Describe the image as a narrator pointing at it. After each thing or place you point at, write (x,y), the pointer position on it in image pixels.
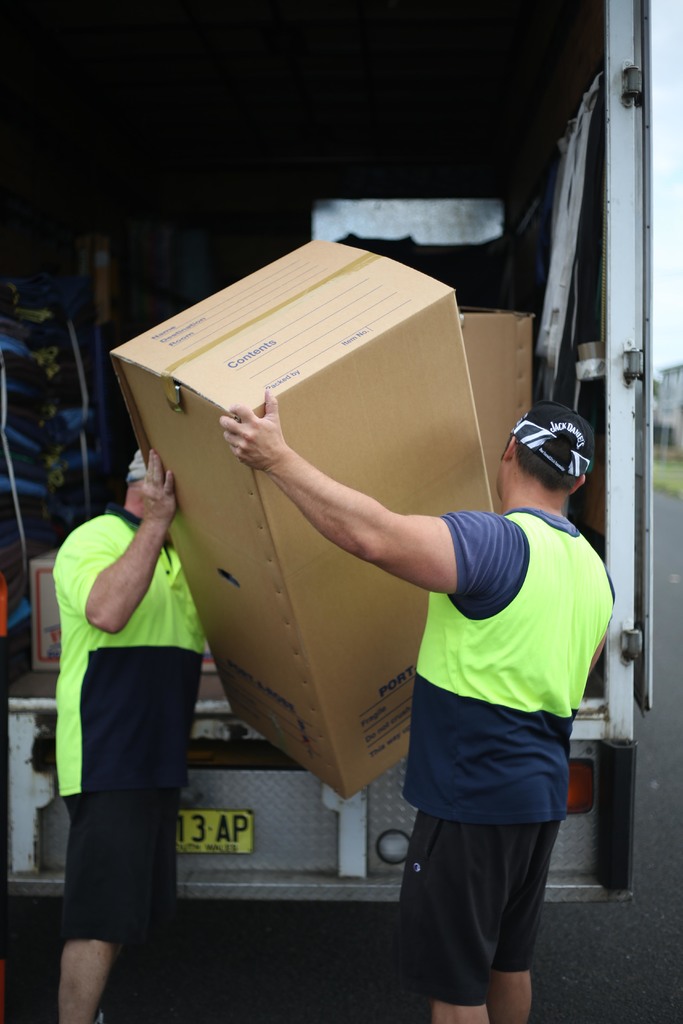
In this image, on the right side (488,565), we can see a man (520,813) standing and holding a box (417,511) in his hand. On the left side (146,621), we can also see another man (120,690) standing and holding a box (222,621) in his hand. In the background (525,253), we can see a vehicle (191,213), in the vehicle (34,704), we can see some boxes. At the bottom (603,993), we can see a road (674,506) and a grass (663,471).
